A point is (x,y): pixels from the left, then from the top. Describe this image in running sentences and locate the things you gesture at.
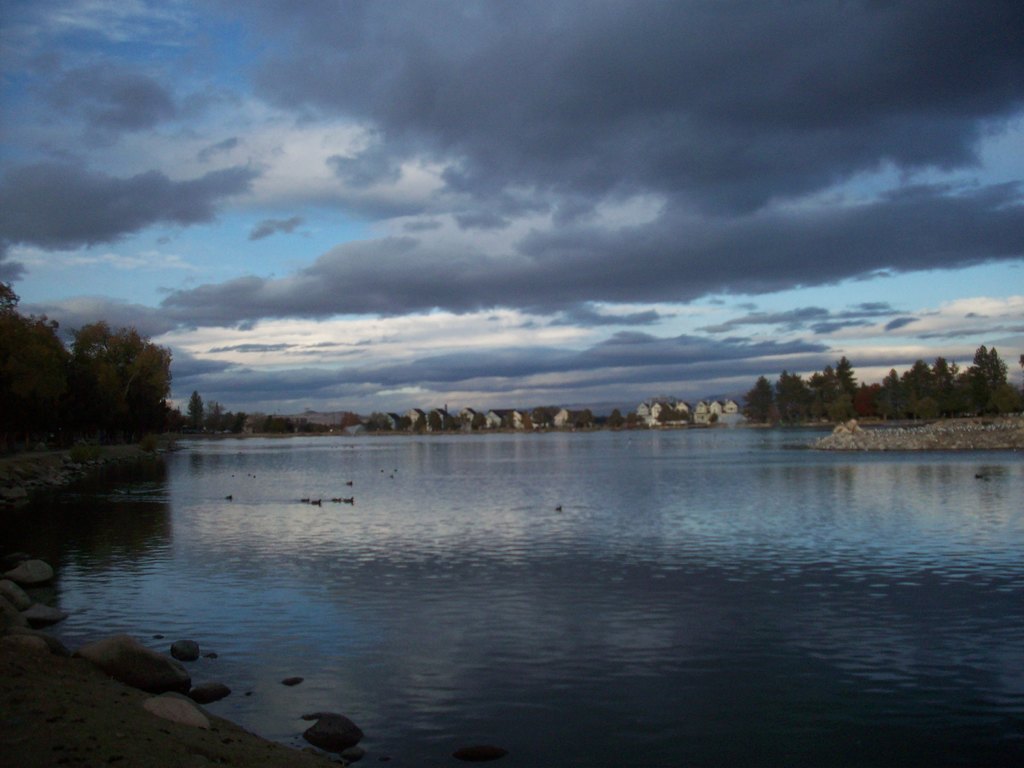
This image is taken outdoors. At the top of the image (232,134) there is a sky (199,167) with clouds (591,282). At the bottom of the image (112,756) there is a ground (133,705) and there is a pond (449,502) with water (678,497). In the background (591,419) there are a few houses (522,411) and there are many trees (164,396) and plants (852,398).
